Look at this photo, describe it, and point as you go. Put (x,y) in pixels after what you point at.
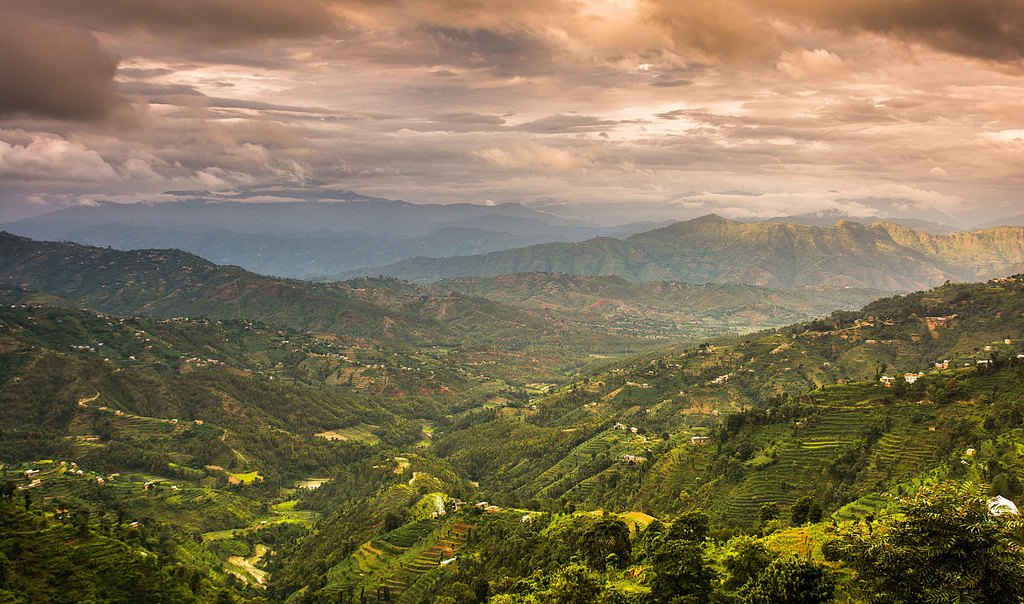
In this image I can see few plants (534,472) and trees (361,521) in green color. In the background (470,225) I can see the mountains (470,225) and the sky (362,76) is in white and gray color.
